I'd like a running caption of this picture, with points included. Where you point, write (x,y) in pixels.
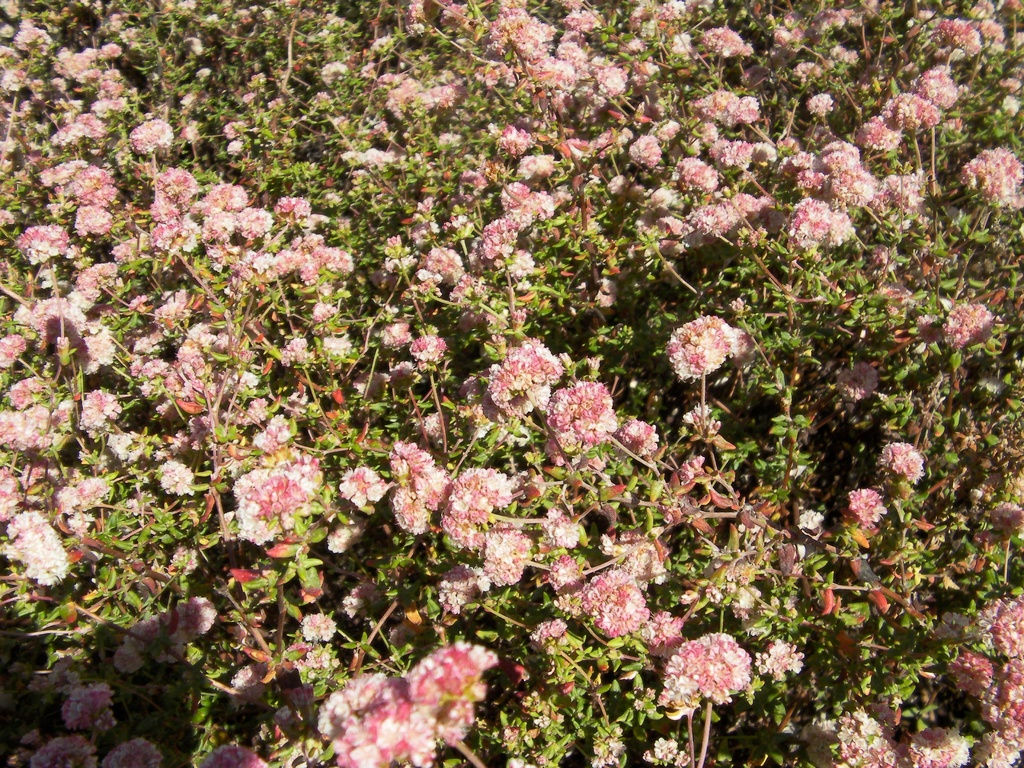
This image consists of many plants (824,332) along with flowers (452,651). The flowers (736,677) are in pink color.
